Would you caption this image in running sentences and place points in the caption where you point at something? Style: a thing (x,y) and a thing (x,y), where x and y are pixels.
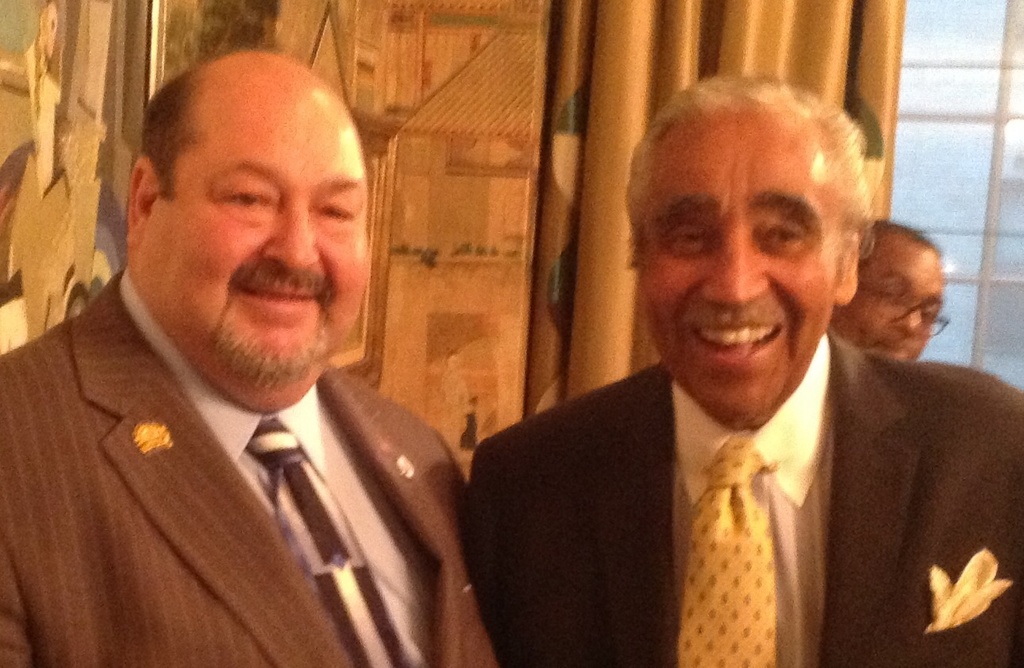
In this image I see 3 men (741,196) and I see these 2 are wearing suits (137,630) and both of them are smiling and I see the window glasses (914,6) over here and I see the curtain (585,223) which is of golden in color.
